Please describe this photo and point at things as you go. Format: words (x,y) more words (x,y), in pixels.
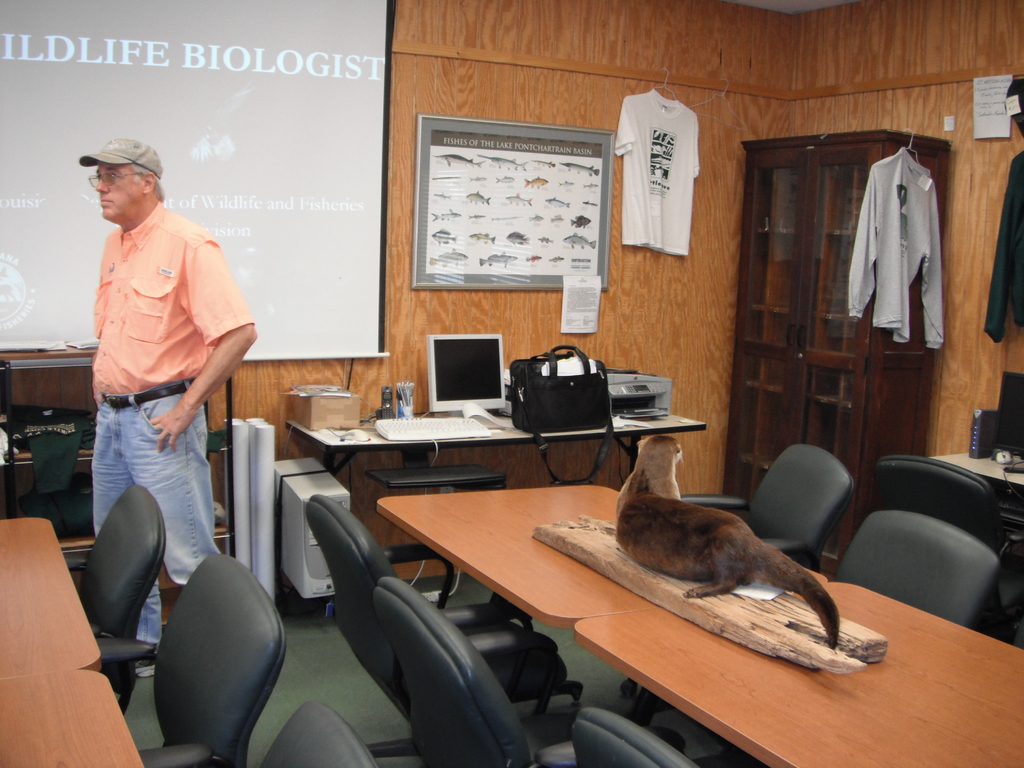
In this picture we can observe a person (138,317) standing on the floor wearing an orange color shirt (146,291) and a cap (126,159) on his head (119,177). There is an animal (647,532) on the brown color table (507,541) which is in dark brown color. There are some chairs (356,591) in front of these table (521,586). We can observe a computer (471,370) on the table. There is a bag (559,396). In the background (258,192) we can observe projector display screen (209,137). On the right side (758,247) we can observe a cupboard (774,324). There is a T shirt (650,155) hanged to the wall (727,298).
